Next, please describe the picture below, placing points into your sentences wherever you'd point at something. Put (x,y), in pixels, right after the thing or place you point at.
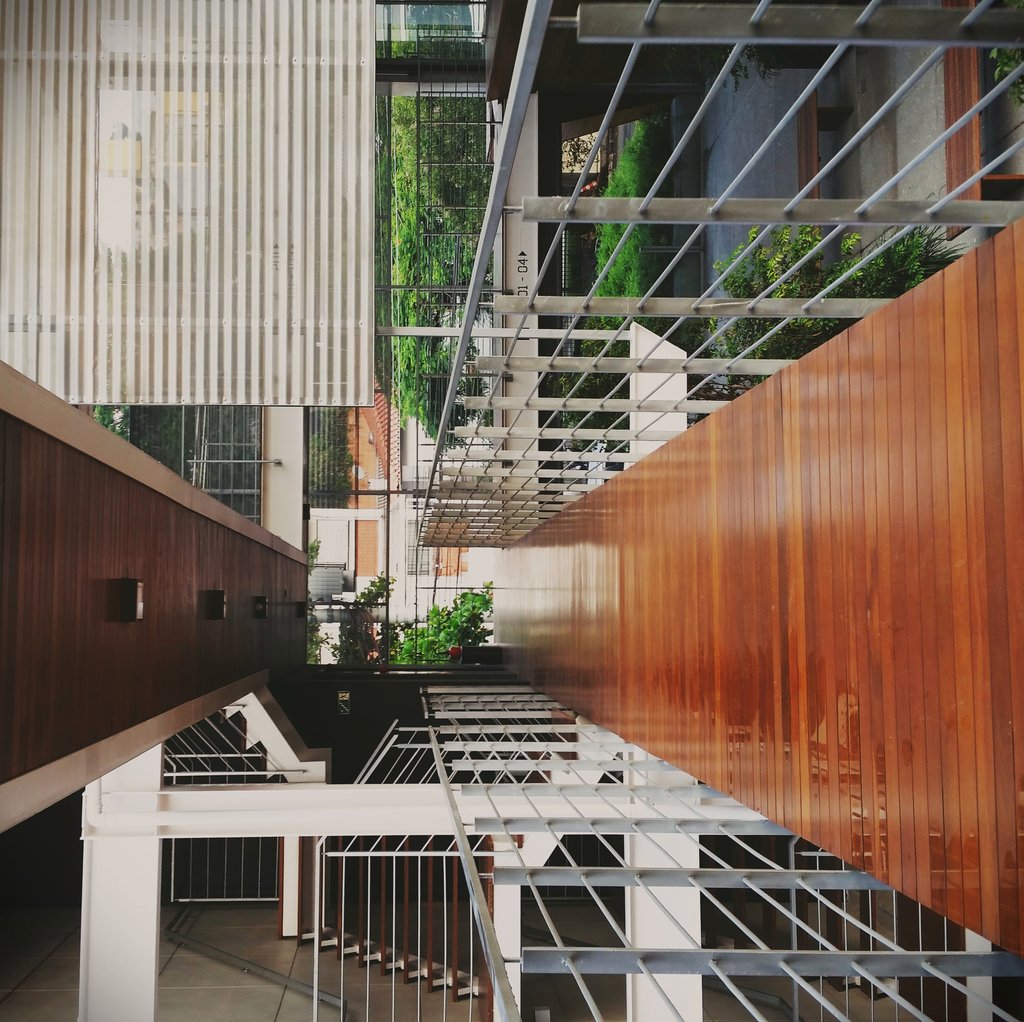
In the image I can see a place (524,641) where we have a bridge (613,625) to which there is a fencing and also I can see some plants (428,643) and grills (415,729).
